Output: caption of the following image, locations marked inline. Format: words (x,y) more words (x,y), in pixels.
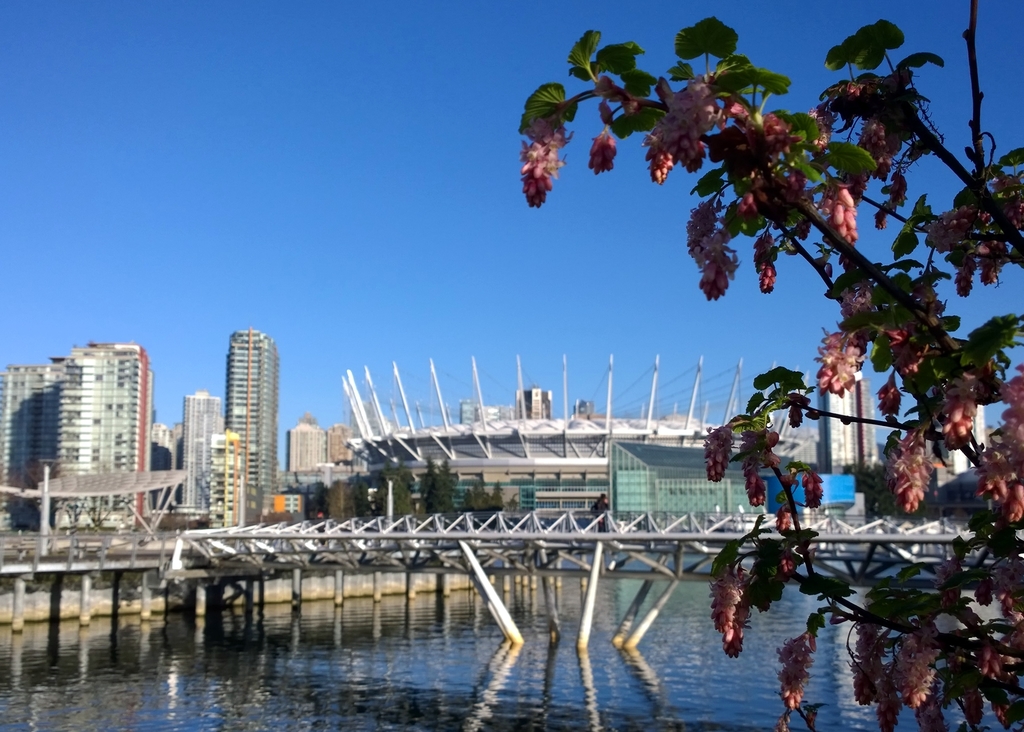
In this image I can see the water (282,636). To the right (737,630) I can see some flowers (810,642) to the plants (898,277). In the background (340,592) I can see the bridge (266,539), trees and buildings (466,452). I can also see the sky (204,178) in the back (238,286).
